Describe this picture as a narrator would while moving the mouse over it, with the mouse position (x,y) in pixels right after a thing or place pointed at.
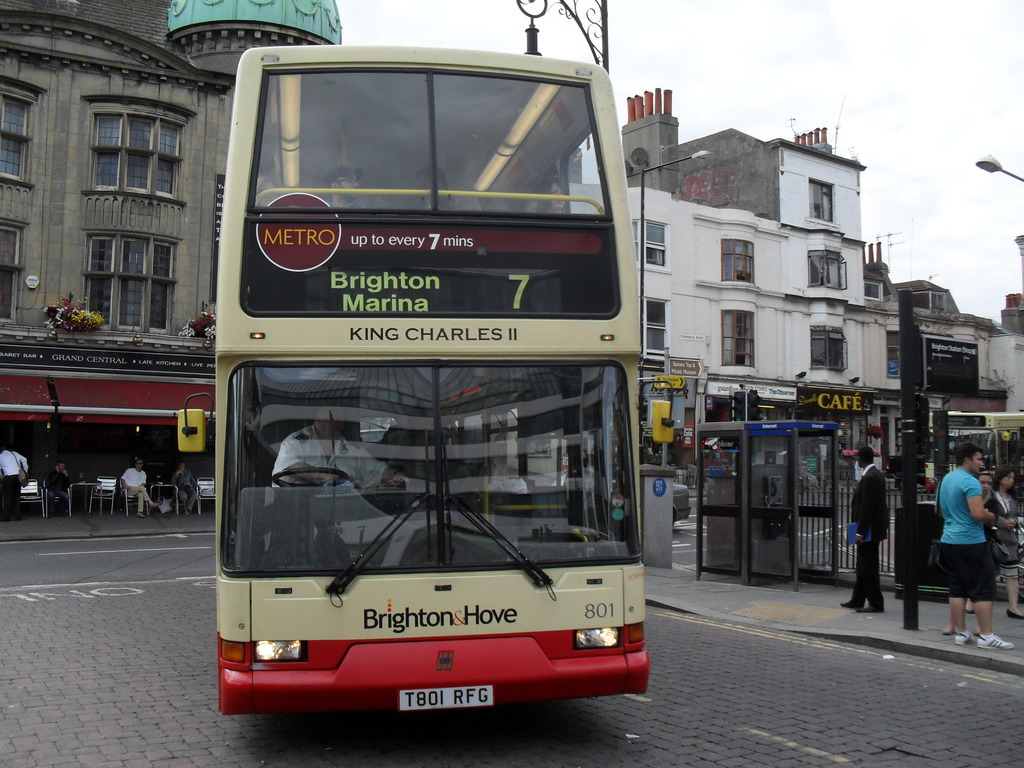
In this image there is a double decker bus (541,421) on the road (129,683). Left side (211,503) there are few chairs (100,492). Few persons (54,492) are sitting on it which are under the roof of the building (134,381). Right side (784,562) there are few persons (954,626) standing on the pavement (932,633) having a pole (907,579) and a cabin (757,513) are on it. Few vehicles (688,501) are on the road (694,545). Background (87,477) there are few buildings (827,219). Top of image (887,100) there is sky (1001,197).
